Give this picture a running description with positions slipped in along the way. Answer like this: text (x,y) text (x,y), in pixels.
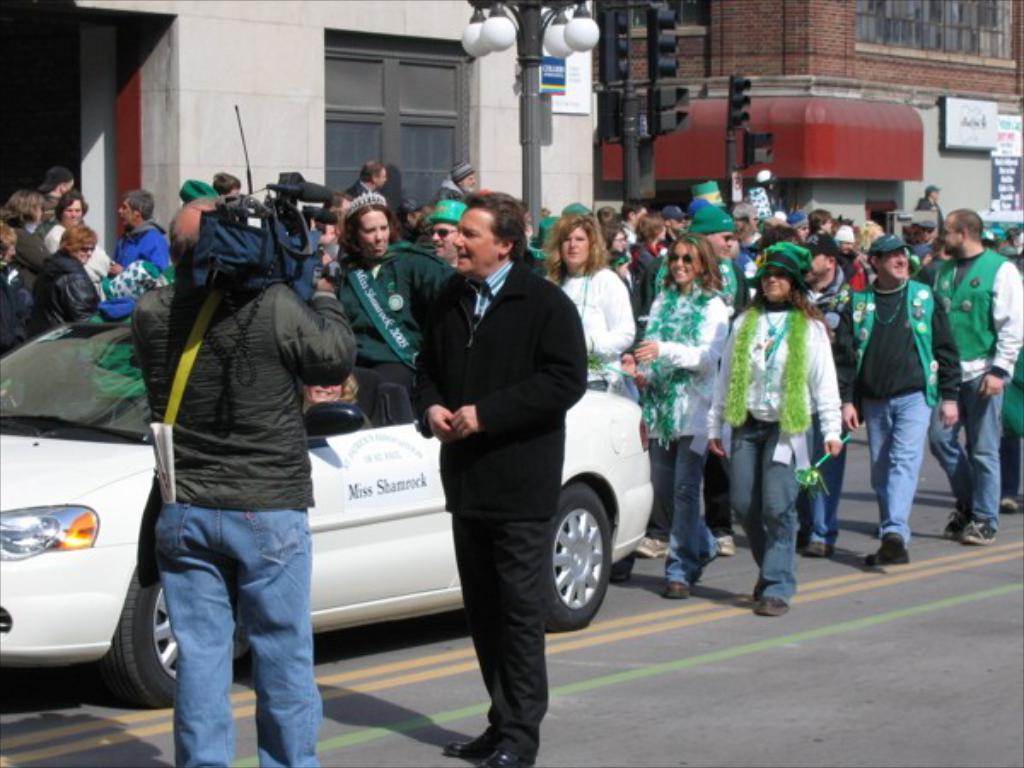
In this image I can see a road (836,612) in the front (806,730) and on it I can see a white colour car (606,398) and number of people (509,222) are standing. In the background (112,68) I can see few buildings (392,125), few poles (541,127), few lights (480,28) and few signal lights (737,125). On the right side of this image (1017,165) I can see few boards (953,145) and on it I can see something is written. In the front (169,398) I can see a man (184,746) is holding a camera (210,240).
